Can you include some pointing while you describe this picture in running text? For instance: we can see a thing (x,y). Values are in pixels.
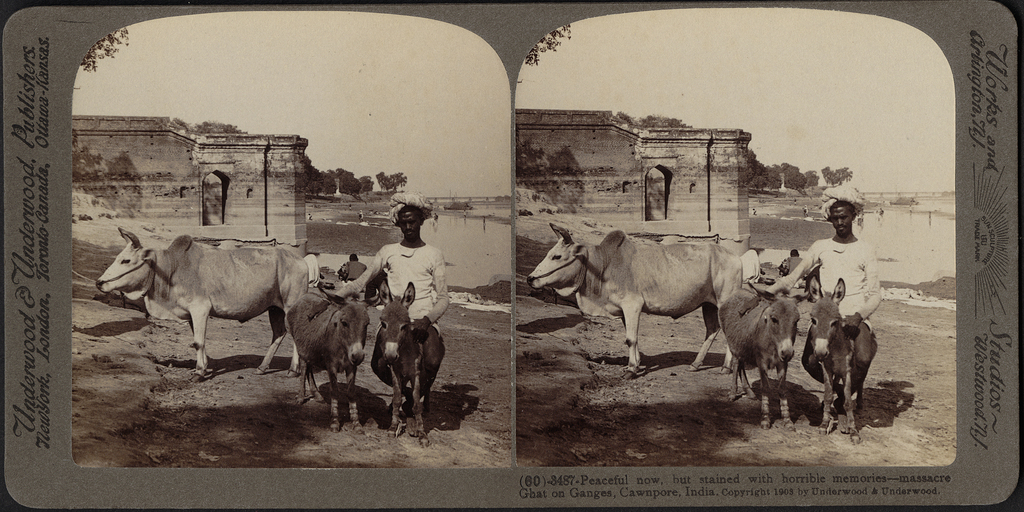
In this image there are two photos (83,454) on the paper (1016,458), where there are donkeys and a cow (282,275), person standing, an ancient building (154,177), trees (314,193), group of people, sky (295,82) in the photo (371,79), and there is a repeated photo (734,224) on the other side of the paper (1012,218), there is a symbol (1002,231), words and numbers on the paper (42,133).
